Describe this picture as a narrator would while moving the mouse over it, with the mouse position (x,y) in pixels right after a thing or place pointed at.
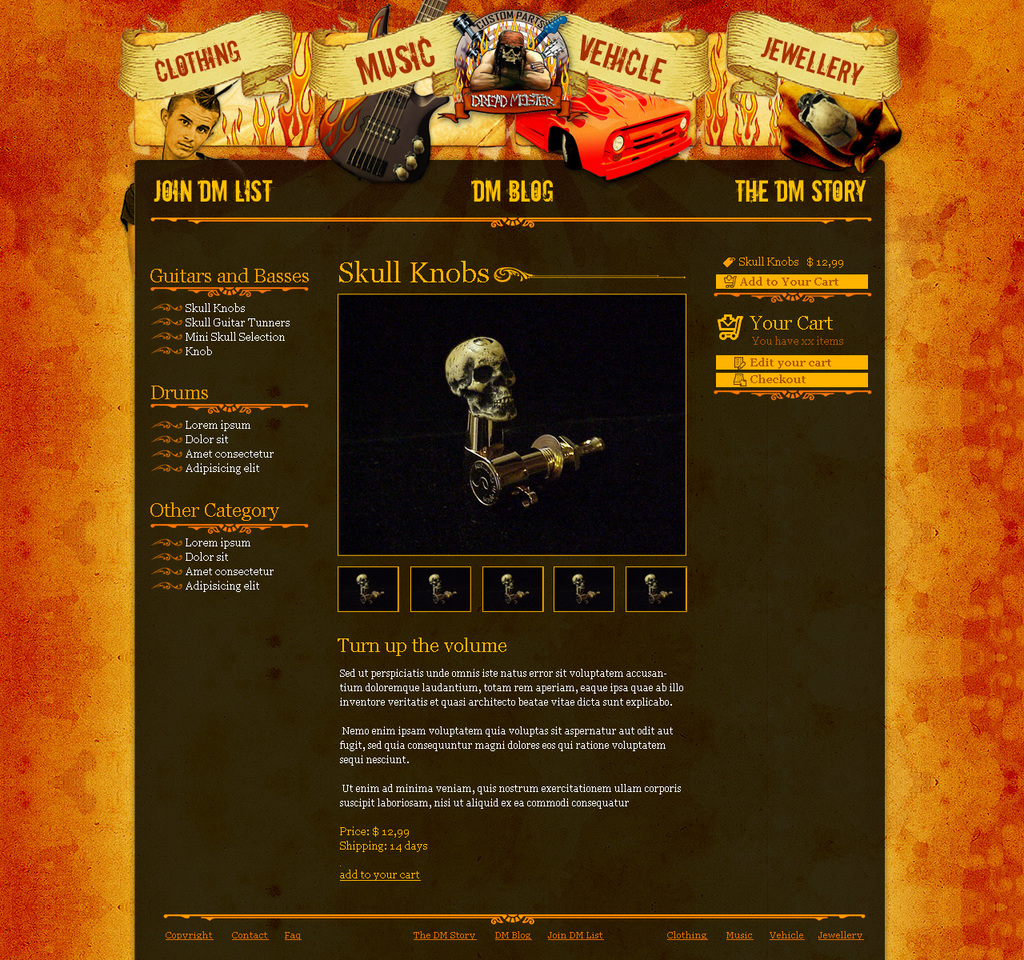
In this picture we can see the poster (306,349). In this poster (675,630) we can see a skeleton (499,384) and a person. At the bottom (447,738) we can see the articles (372,706).
